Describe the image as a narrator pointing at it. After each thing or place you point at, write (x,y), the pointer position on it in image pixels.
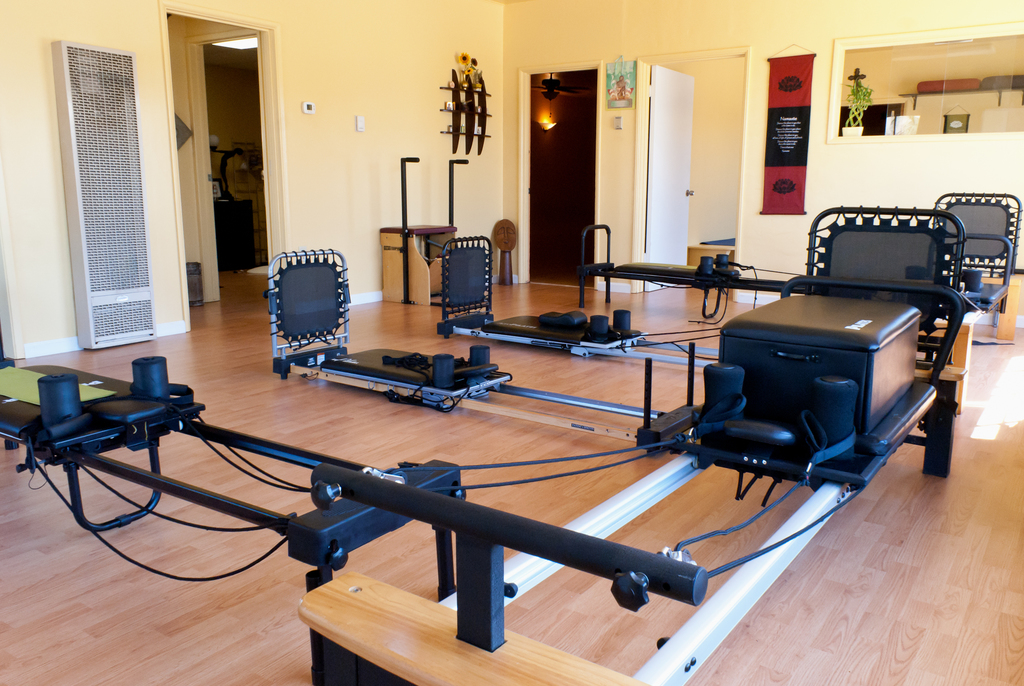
In the image there is gym equipment (400,390). In the background (782,82) on the walls (425,69) there are few things (782,62) hanging. And also there is a table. And also there are rooms (183,75) and doors (652,177).
